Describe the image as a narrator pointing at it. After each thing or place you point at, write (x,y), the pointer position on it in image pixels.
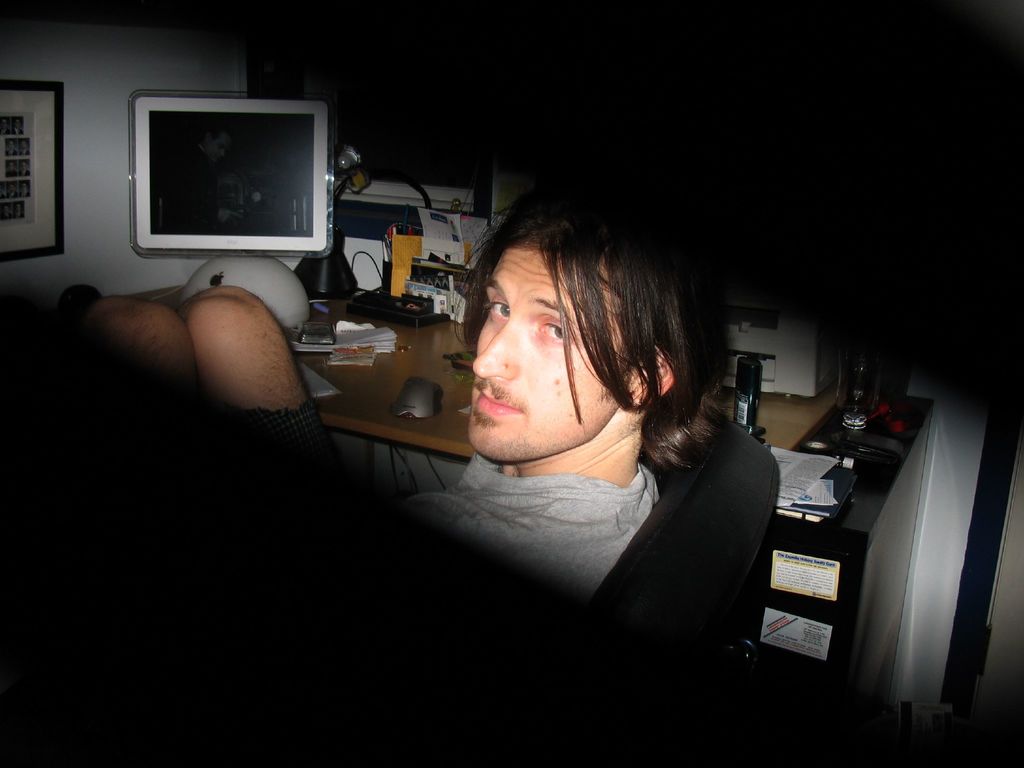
In this picture we can see a person (282,559) sitting on a chair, in front of him we can see a table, monitor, mouse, lamp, scanner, papers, wall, photo frame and some objects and in the background (974,30) we can see it is dark.
